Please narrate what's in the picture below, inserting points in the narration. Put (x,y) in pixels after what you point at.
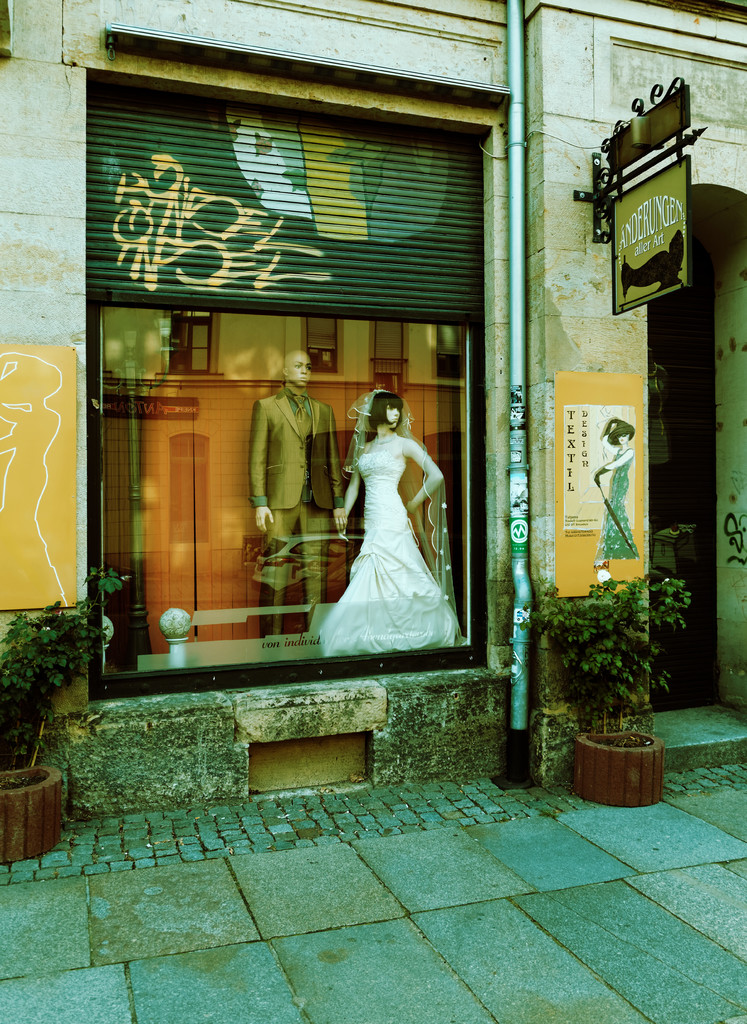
In the foreground of this image (419,896), there is a pavement (415,896), two potted plants (636,671), wall (567,149), pipe (524,36), a board (658,250), poster (594,439), shutter (405,255) and two mannequins (381,521) inside the glass (342,488).
